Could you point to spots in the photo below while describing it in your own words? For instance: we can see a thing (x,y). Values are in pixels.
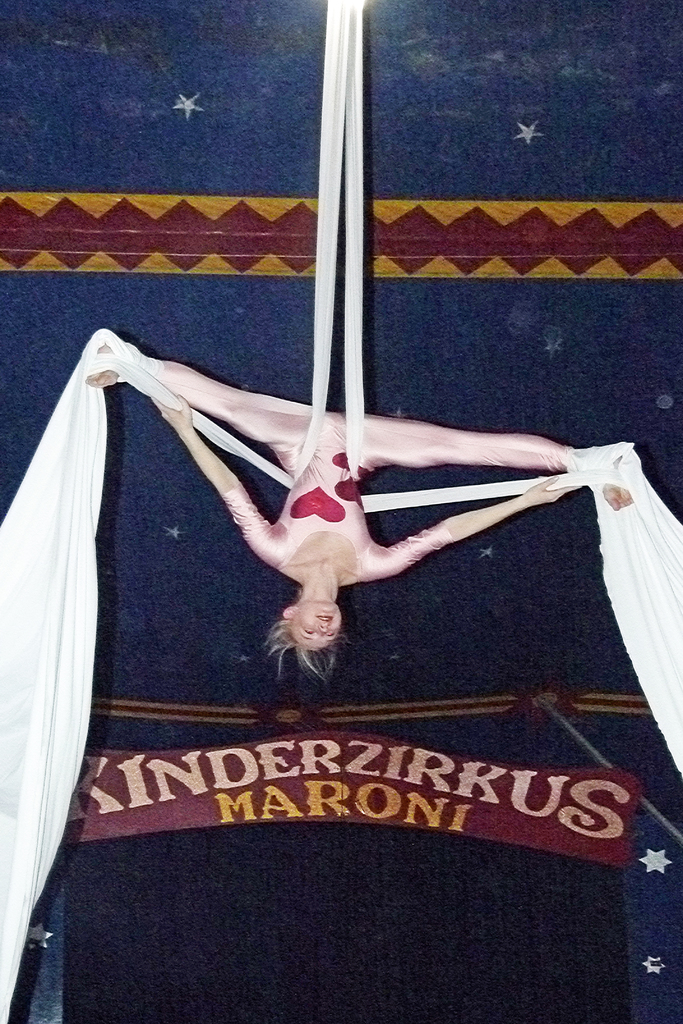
In this picture we can see a woman (325,466), she is performing acrobatics.
